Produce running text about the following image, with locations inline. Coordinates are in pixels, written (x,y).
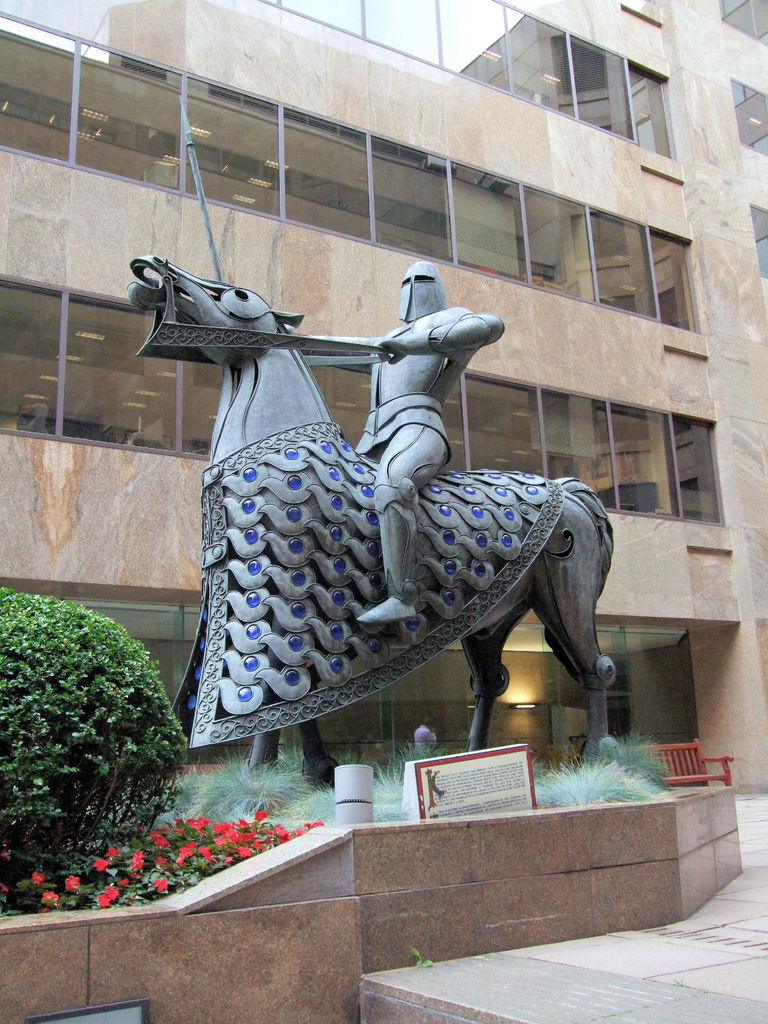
In this picture I can see a statue (472,478) of a person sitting on the horse (433,582), there is grass (654,759), a board (456,759), there are plants (2,659), a bench (690,775), there is a person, and in the background (727,197) there is a building (187,235).
